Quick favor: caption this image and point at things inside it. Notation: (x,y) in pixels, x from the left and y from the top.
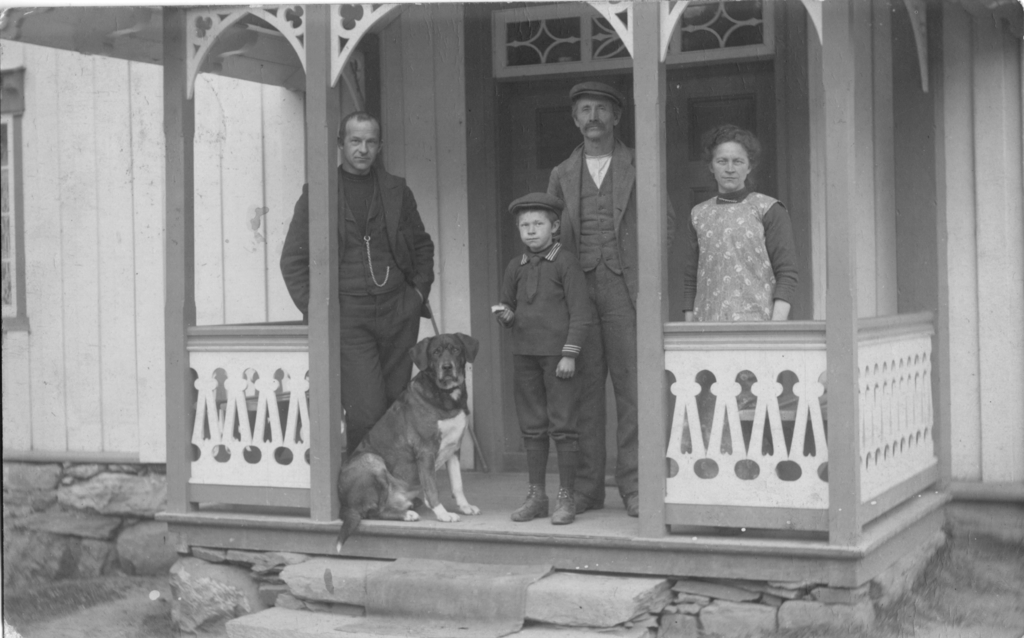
This is a black and white picture. There are three persons (575,192) and a kid (536,272) standing and giving pose to the picture and there is a dog (440,359) near by the left corner person (380,302) and they are wearing a blazers (623,223), vest (611,236) and a pant trouser (617,382). The lady (723,268) is wearing a frock (735,299) and the person (611,93) in the right side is wearing a hat (590,85). The kid (553,305) is wearing a shirt (552,299) and pant (559,385) and hat (535,203) on his head (548,214). It seems like a house (222,172) a old house (146,462), there are big stones (146,538) to the left corner of the picture (90,532).
